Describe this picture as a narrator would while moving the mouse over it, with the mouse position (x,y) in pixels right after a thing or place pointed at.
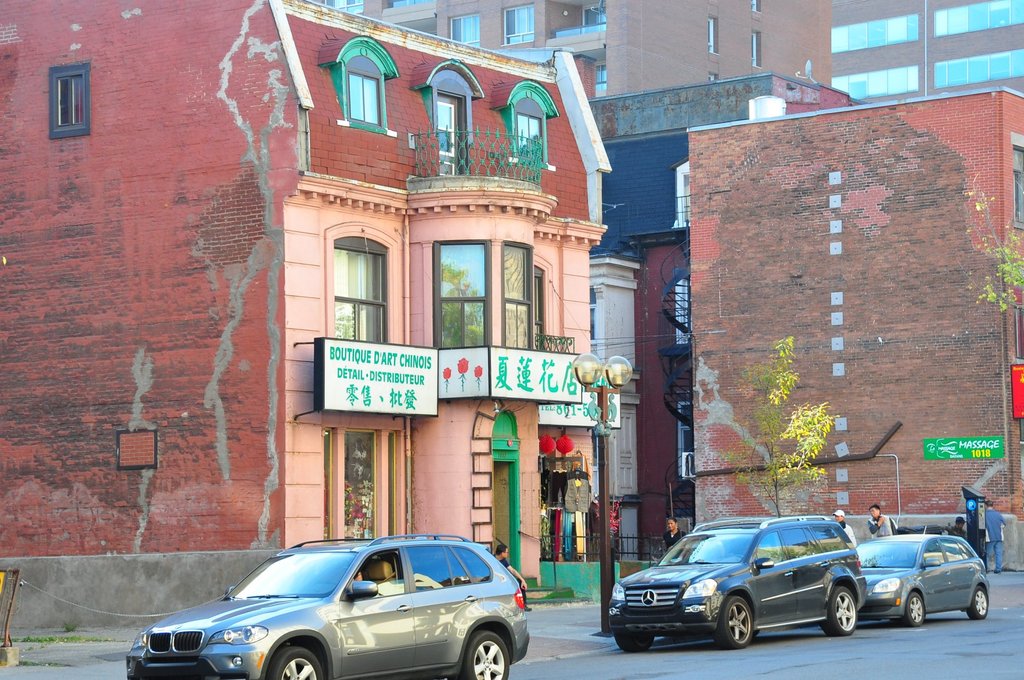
The image is taken on the streets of a city (532,598). In the foreground of the picture (616,594) there are cars (640,600), street light (609,571), footpath (544,617) other objects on the road (853,632). In the center of the picture (380,411) there are buildings (653,480), people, boards (379,387), wall (16,193), windows (590,312), trees (773,384) and other objects (979,553).
